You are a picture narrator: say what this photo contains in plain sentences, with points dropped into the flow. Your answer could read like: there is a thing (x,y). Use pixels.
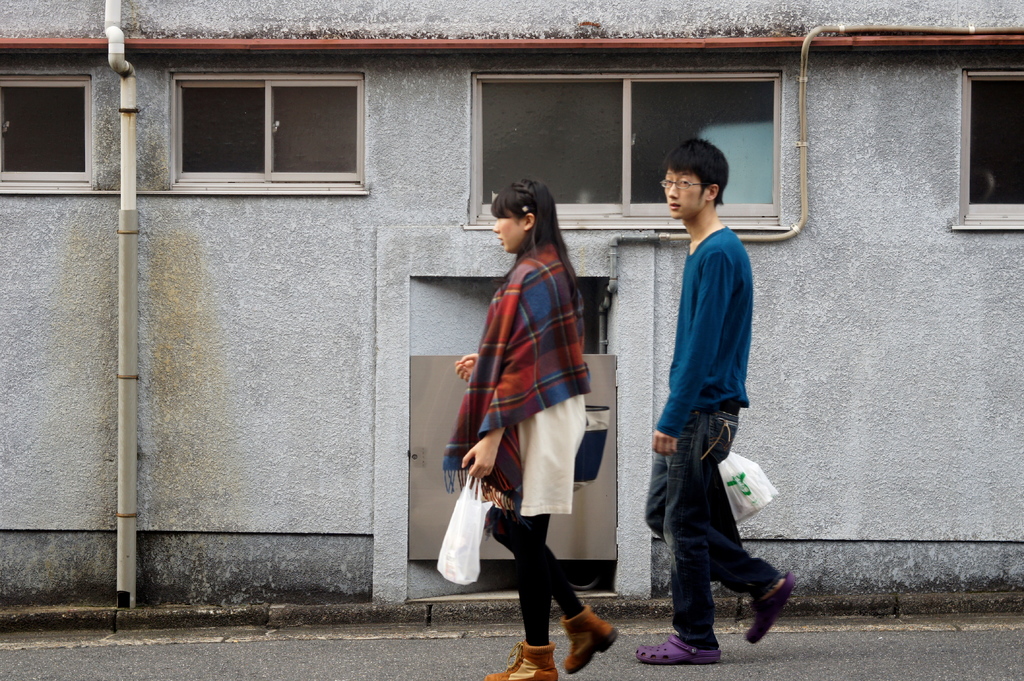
In this image in front (682,593) there are two people (524,529) walking on the road (468,655) and they are holding the covers (742,481). Behind them there is a building (363,192) with the glass windows (559,156).
